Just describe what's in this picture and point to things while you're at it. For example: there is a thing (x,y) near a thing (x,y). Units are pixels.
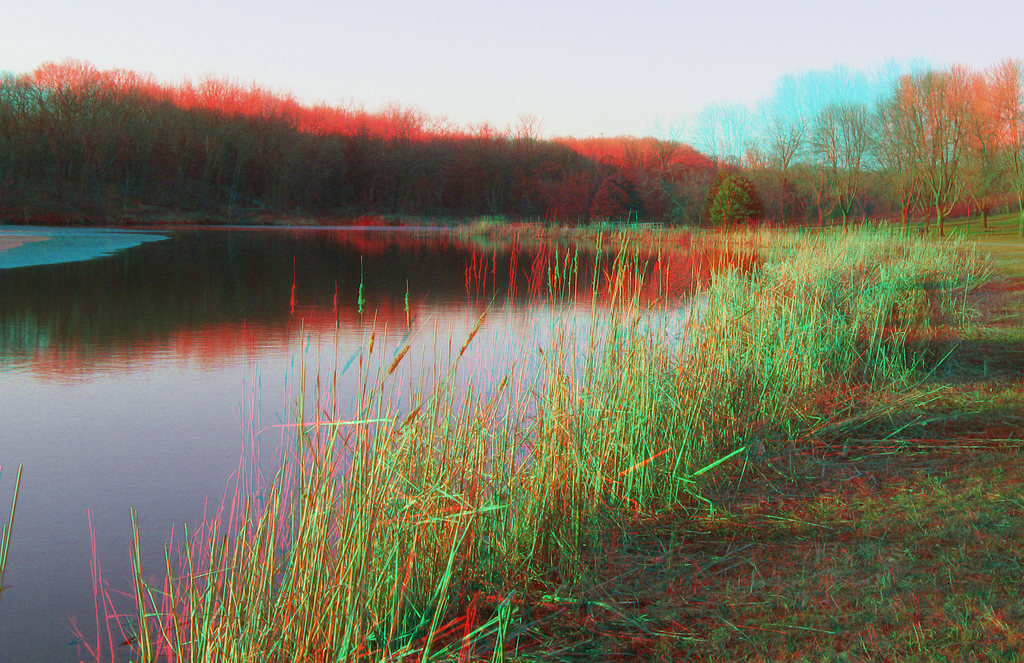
This is an edited image, in this image there is a grassland (412,571), canal (665,290), trees (387,185) and the sky (467,63).
